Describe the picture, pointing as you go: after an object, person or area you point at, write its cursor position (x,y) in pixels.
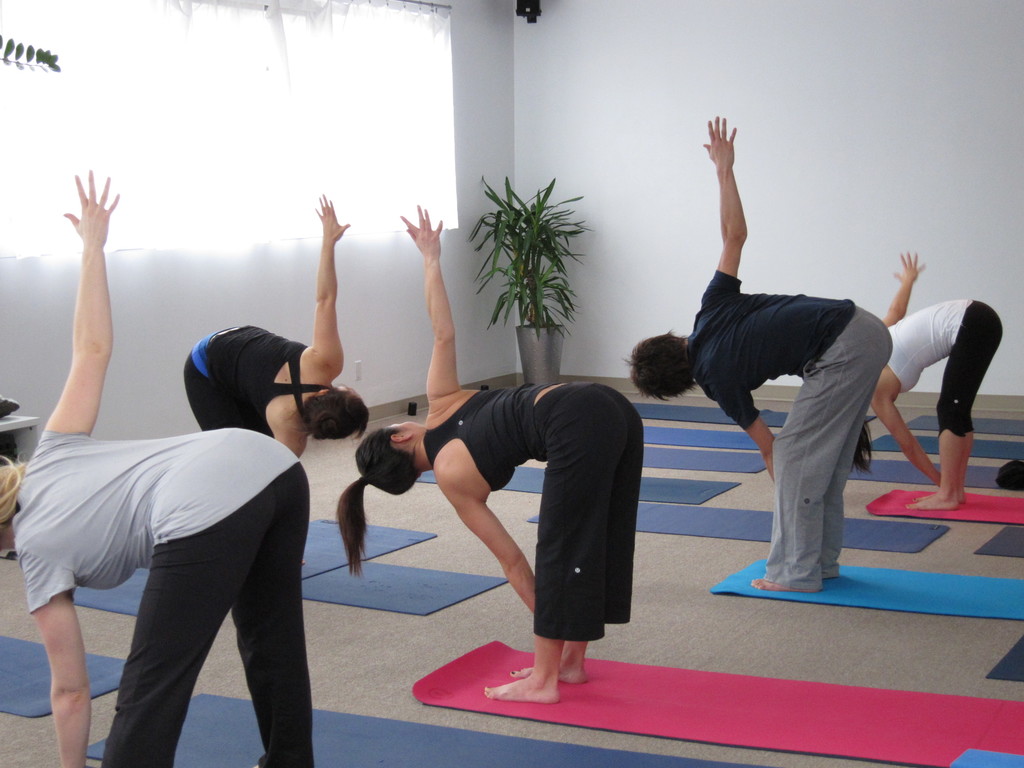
In this image I can see there are few people (242,632) performing yoga and there is a plant (559,244) at left side (5,56). There is a wall (594,312) at the right side (915,197).
